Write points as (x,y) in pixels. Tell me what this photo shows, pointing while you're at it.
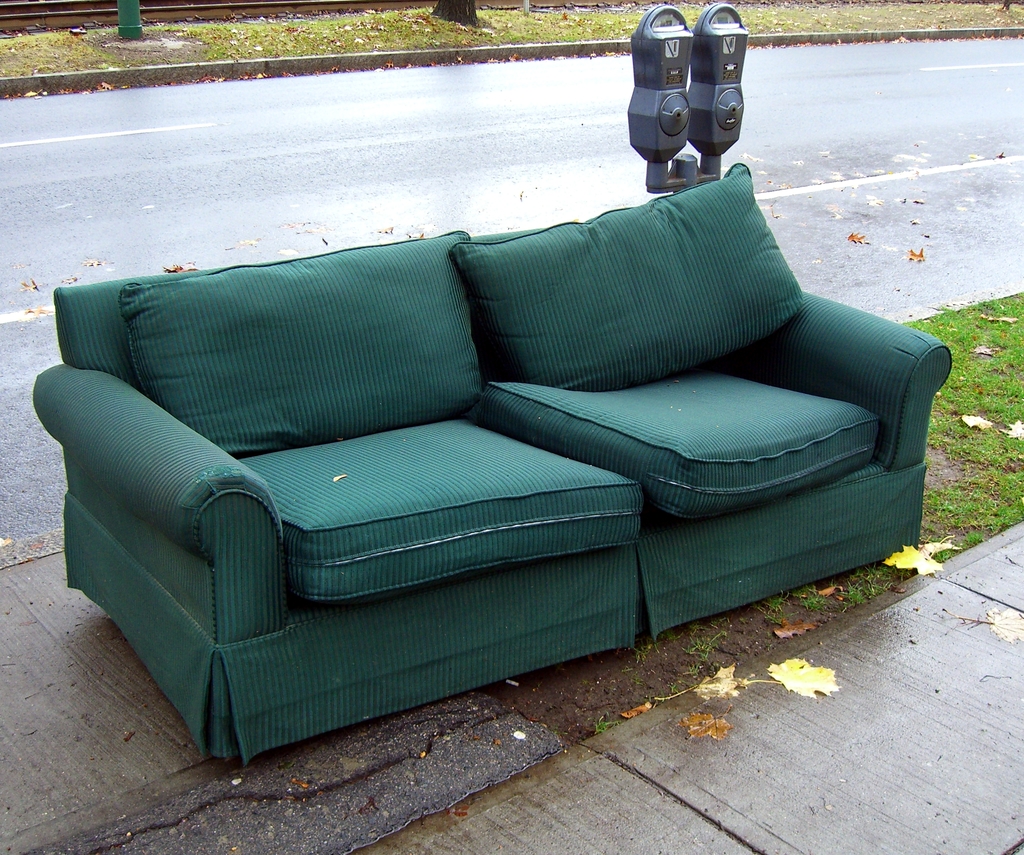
There is a sofa (499,457) and an object (703,179) in the foreground area of the image (705,185), there is a road (406,85) and grassland (213,44) in the background (193,52).
